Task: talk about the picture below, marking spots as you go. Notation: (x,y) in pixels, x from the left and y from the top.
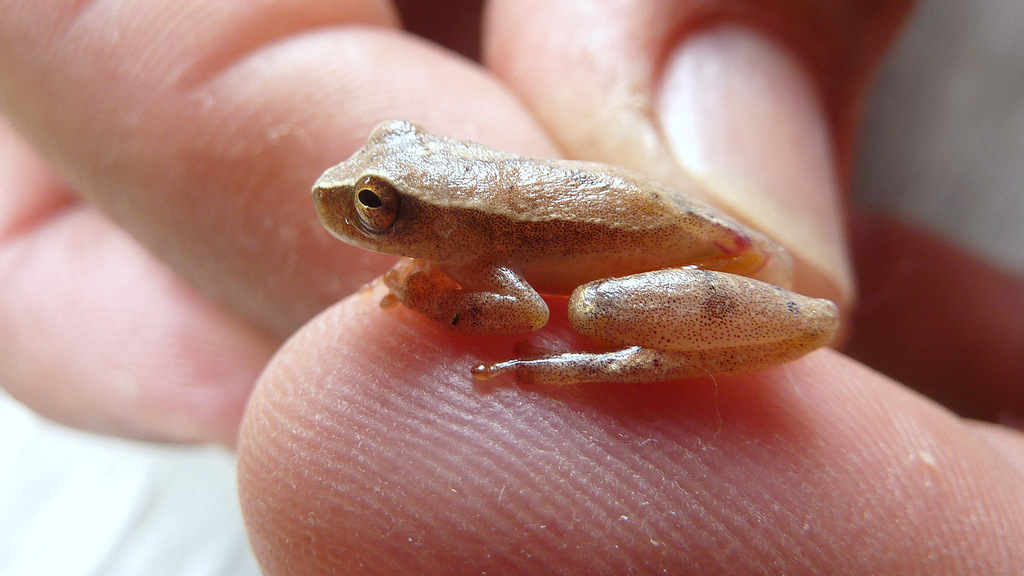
In this picture I can see a person hand (438,120) which is holding a frog (637,189).
